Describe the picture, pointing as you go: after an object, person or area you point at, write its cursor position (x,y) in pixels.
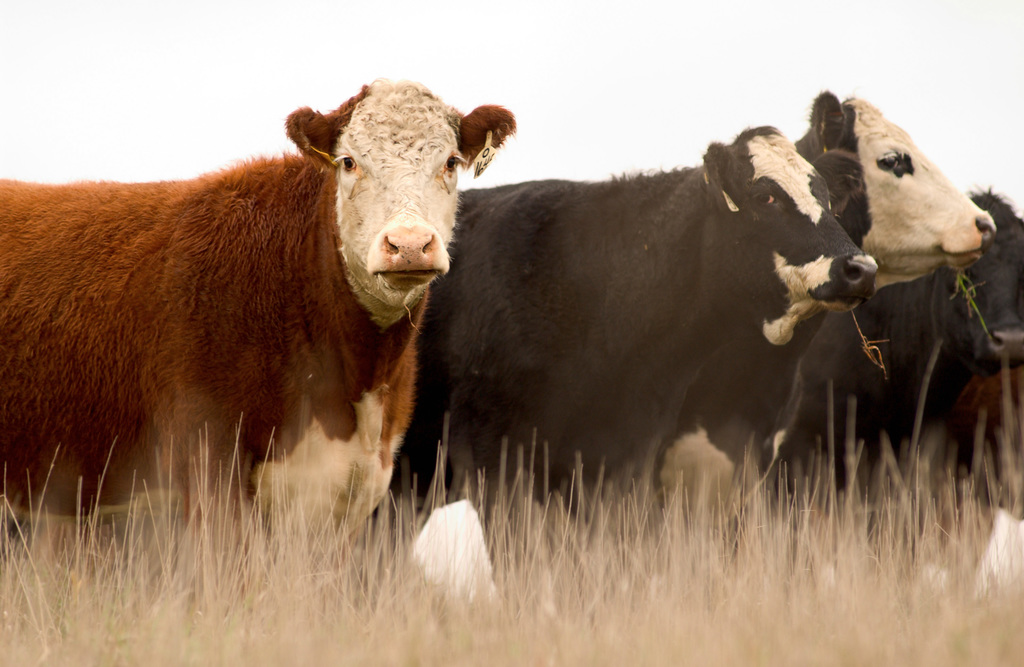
In this image, we can see some grass (790,508). There are cows (596,268) in the middle of the image (344,239). There is a sky (577,61) at the top of the image (577,61).
